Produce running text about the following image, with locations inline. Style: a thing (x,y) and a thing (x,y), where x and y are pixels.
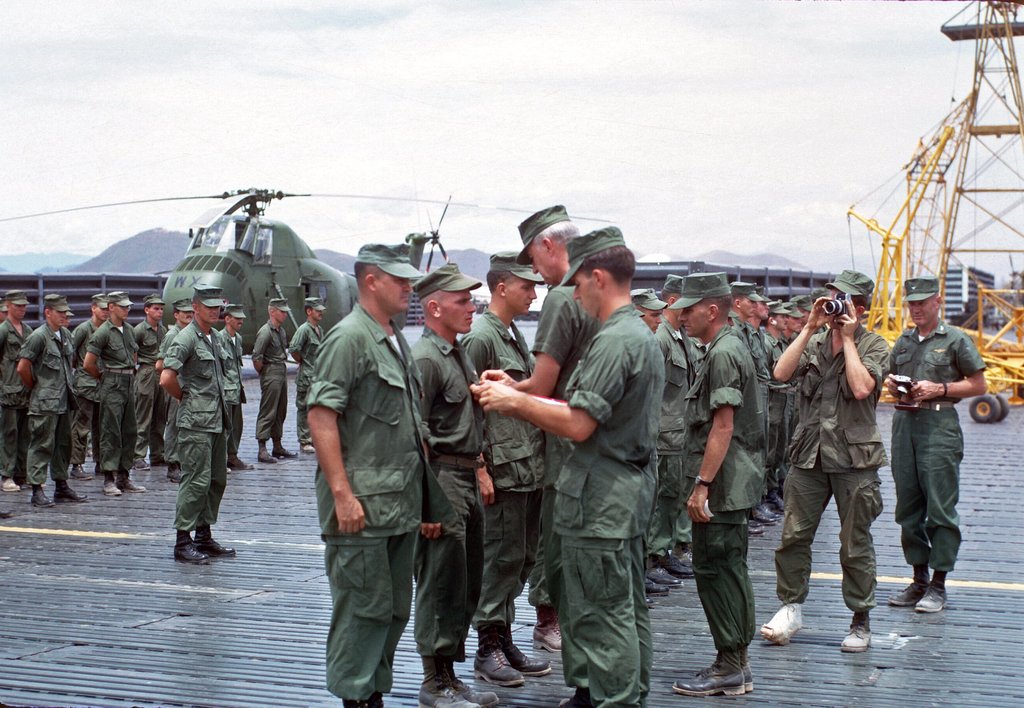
In this picture we can see there are groups of people (419,420) standing. There are two persons (840,390) holding the cameras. Behind the people (186,384) there are buildings (976,307), an aircraft (212,271), hills (22,263) and the sky (316,82). On the right side of the image (985,346), it is looking like a crane (886,276).
